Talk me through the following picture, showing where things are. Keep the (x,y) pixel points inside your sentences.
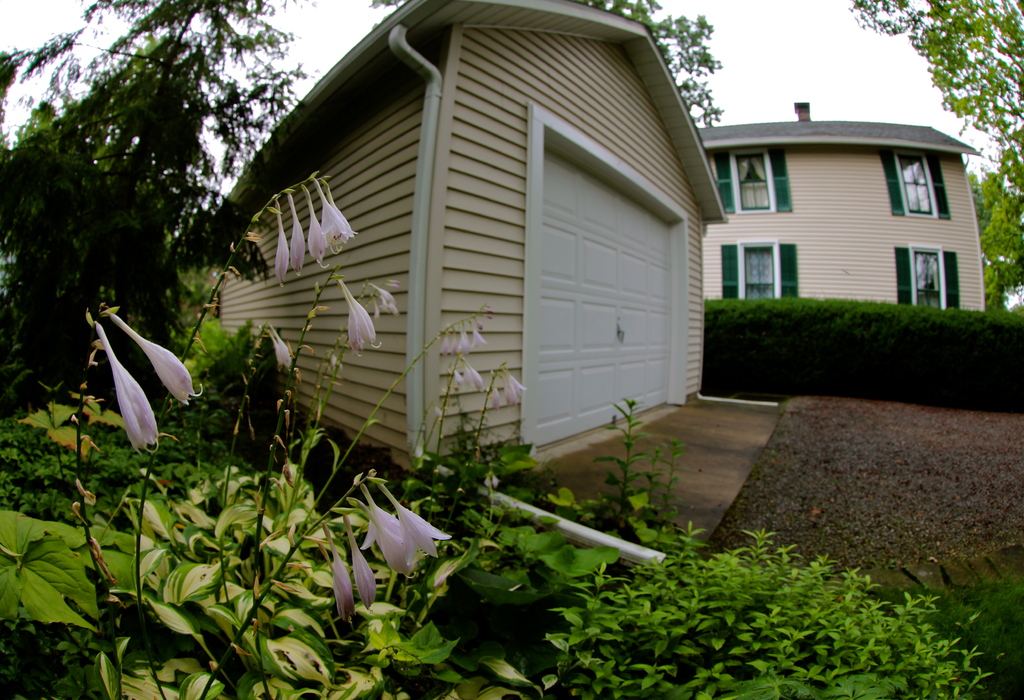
In this picture we can see the building (941,228). At the bottom (180,604) we can see plants (566,504) and grass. On the left (111,361) we can see pink color flowers (368,543). In the background (37,249) we can see many trees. In the center (350,274) we can see the shed (501,292) and pipe (423,216). In the top right (794,31) there is a sky (777,46). On the building (844,255) we can see the windows (925,195).
